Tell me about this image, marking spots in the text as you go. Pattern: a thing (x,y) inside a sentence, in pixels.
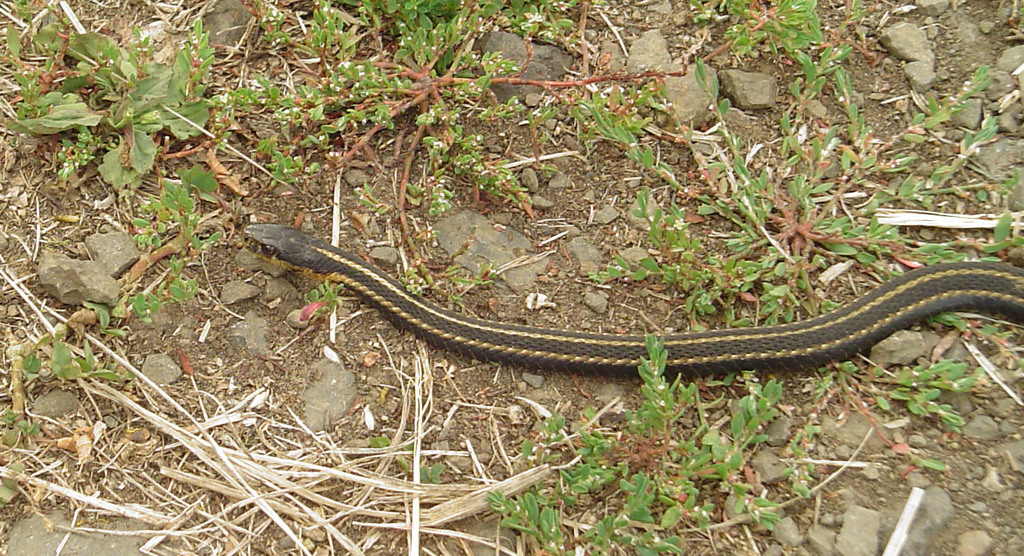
This image consists of a snake (671,362) in black color. At the bottom (567,486), there are small plants (636,521) and dry grass (196,440) along with the stones (340,373).
